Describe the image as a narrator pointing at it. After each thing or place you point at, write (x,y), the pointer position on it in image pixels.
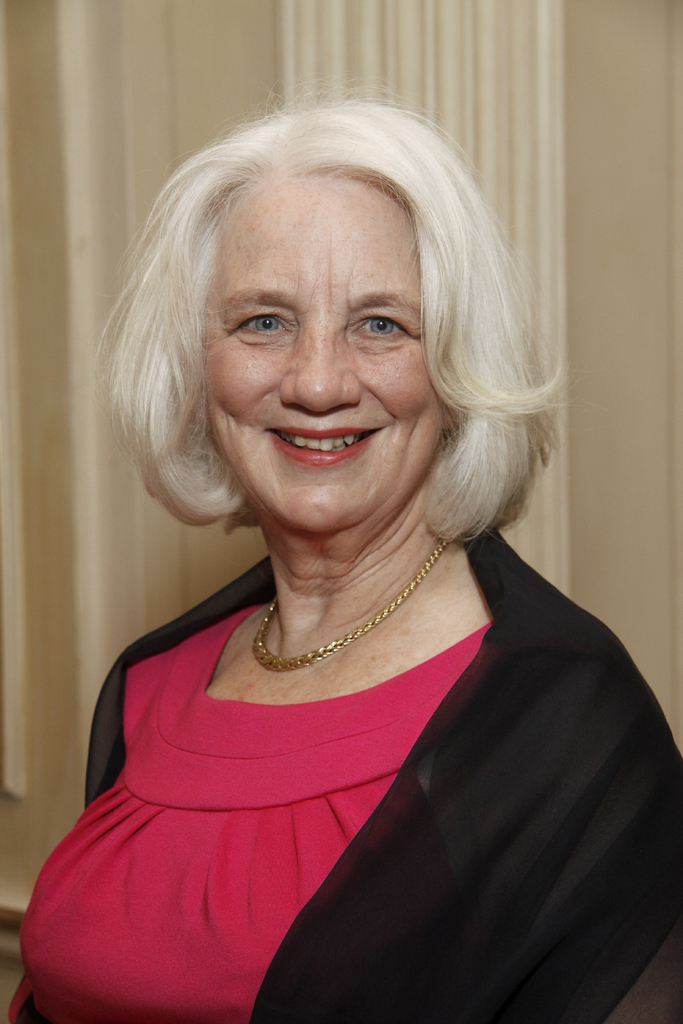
In this image I can see an old woman (441,471) is smiling, she wore pink color top (153,832) and a black color shawl (565,773) behind her there is a wall (429,99), on the right side (631,198) it looks like a wall (631,390).
